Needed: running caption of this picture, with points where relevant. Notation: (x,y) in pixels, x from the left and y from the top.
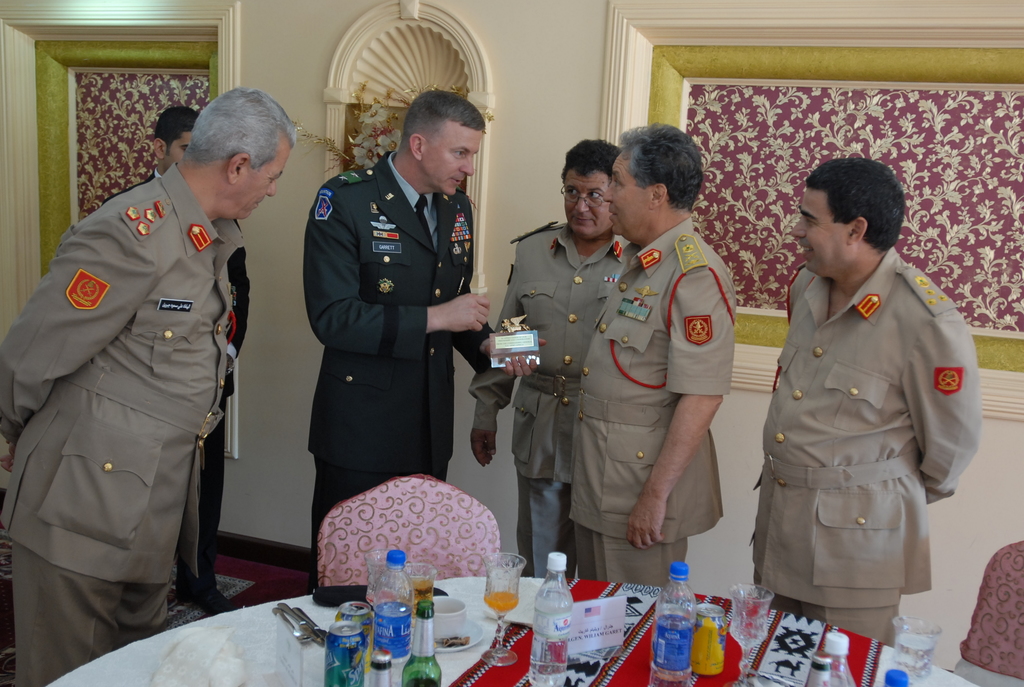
In this picture there are people (183,231) in the center of the image (363,322), it seems to be they are military officers (662,329) and there is a dining table (264,609) at the bottom side of the image (687,601), on which there are glasses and bottles (687,648) are placed, there is a decorated wall (850,121) in the background area of the image (620,74).
